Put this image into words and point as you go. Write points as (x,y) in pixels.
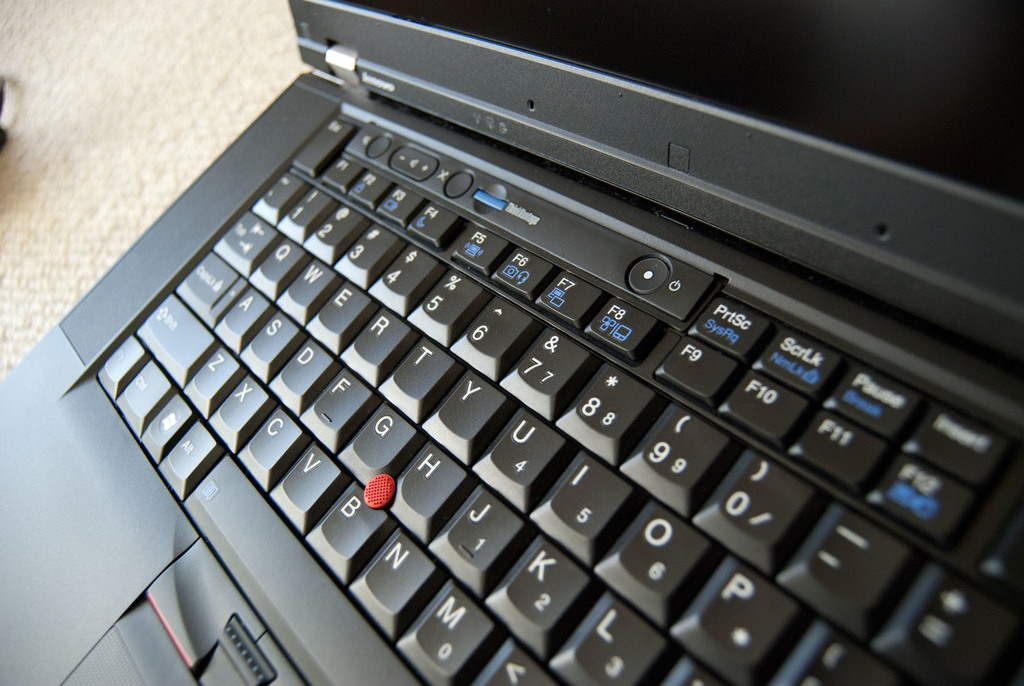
In this image I can see a black color laptop (588,454) and a keypad (436,339).
